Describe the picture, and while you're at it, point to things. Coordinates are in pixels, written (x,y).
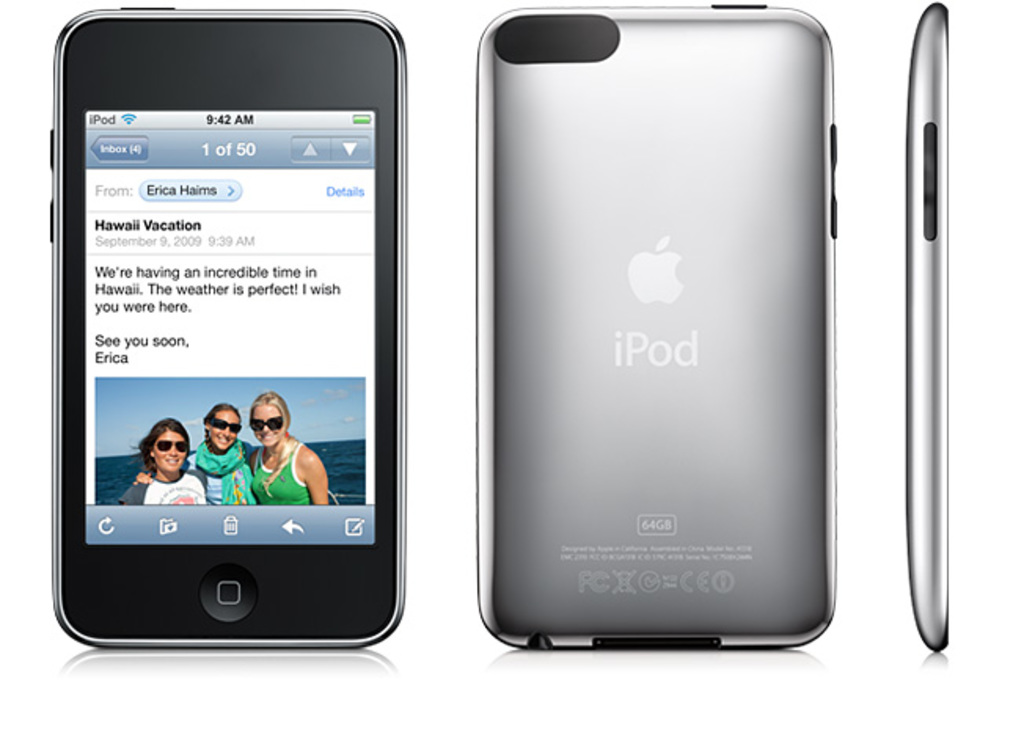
In the image there is front, back and side view of an ipod (366,303).
